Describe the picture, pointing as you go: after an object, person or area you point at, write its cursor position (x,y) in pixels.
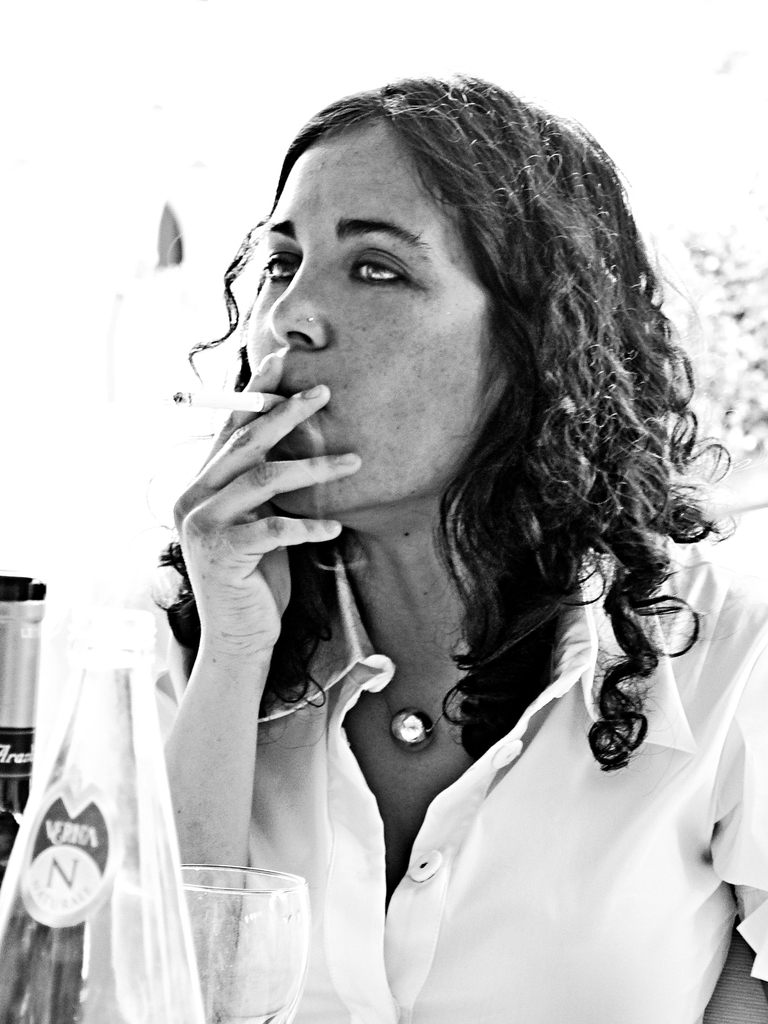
In this picture there is a woman (361,507) who is wearing white shirt (494,896) and she is smoking. In front of her I can see the wine bottles (38,636), glass (214,1006) and water bottle (154,916). In the back (748,560) I can see the wall (765,528).
